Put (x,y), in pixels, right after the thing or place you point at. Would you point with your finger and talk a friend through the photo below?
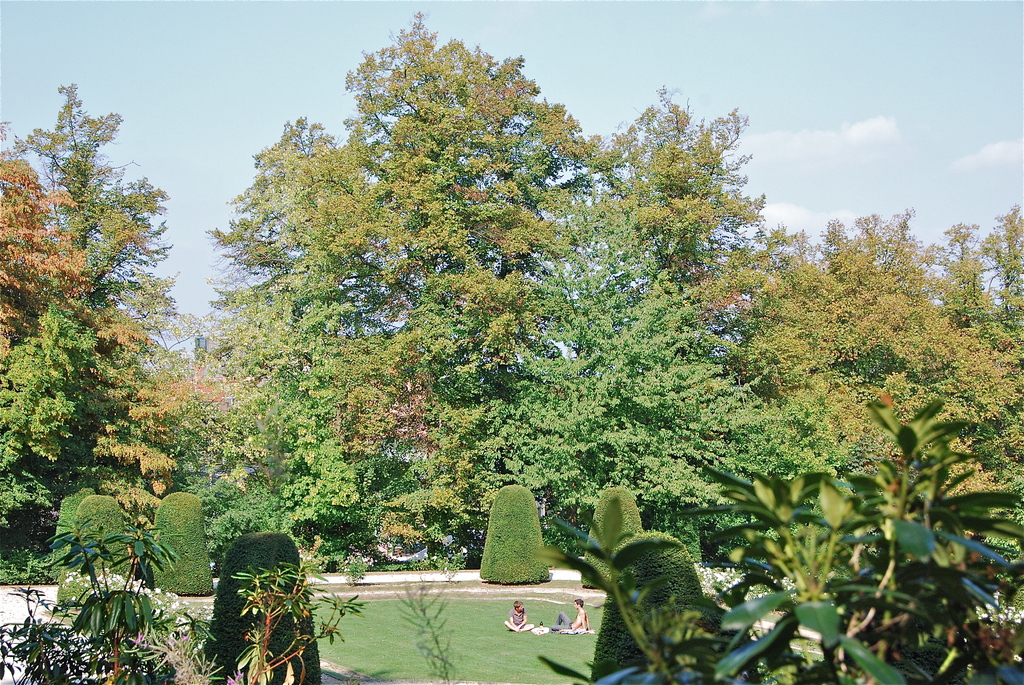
In this image we can see men (578,620) sitting on the ground (363,642), plants (205,642), bushes (284,549), trees (625,337) and sky (929,192) with clouds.
